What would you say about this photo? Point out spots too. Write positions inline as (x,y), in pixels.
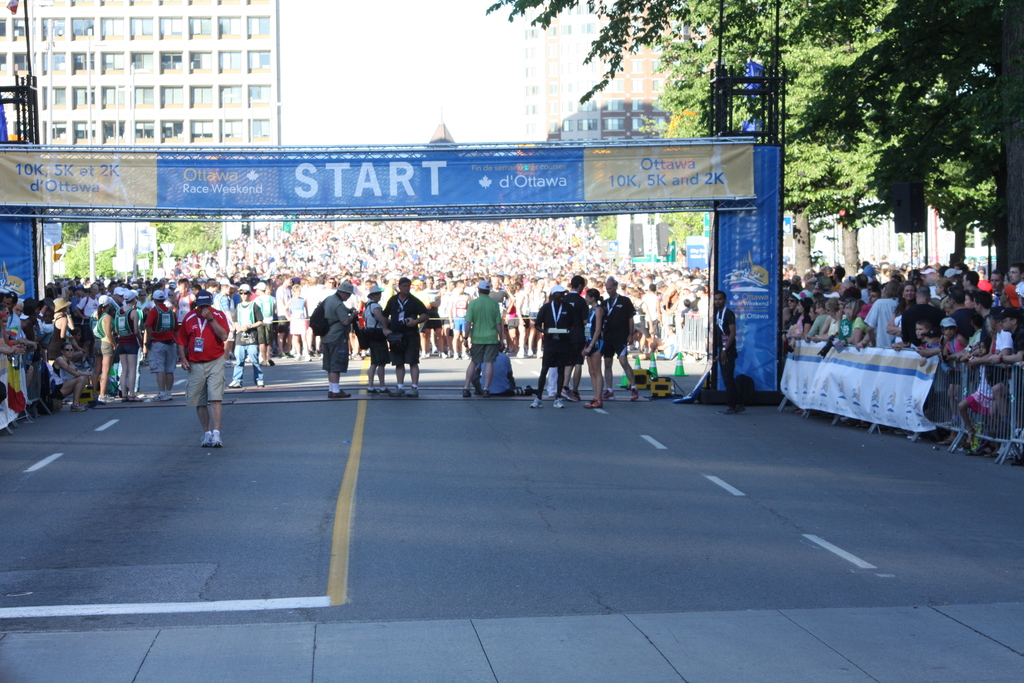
In this image we can see group of persons (431,338) are standing on a road (700,463), in front (527,195) there is a banner (650,185), there is a barricade (811,367), there is a tree (822,79), there are buildings (561,67), there is a sky (486,126).
